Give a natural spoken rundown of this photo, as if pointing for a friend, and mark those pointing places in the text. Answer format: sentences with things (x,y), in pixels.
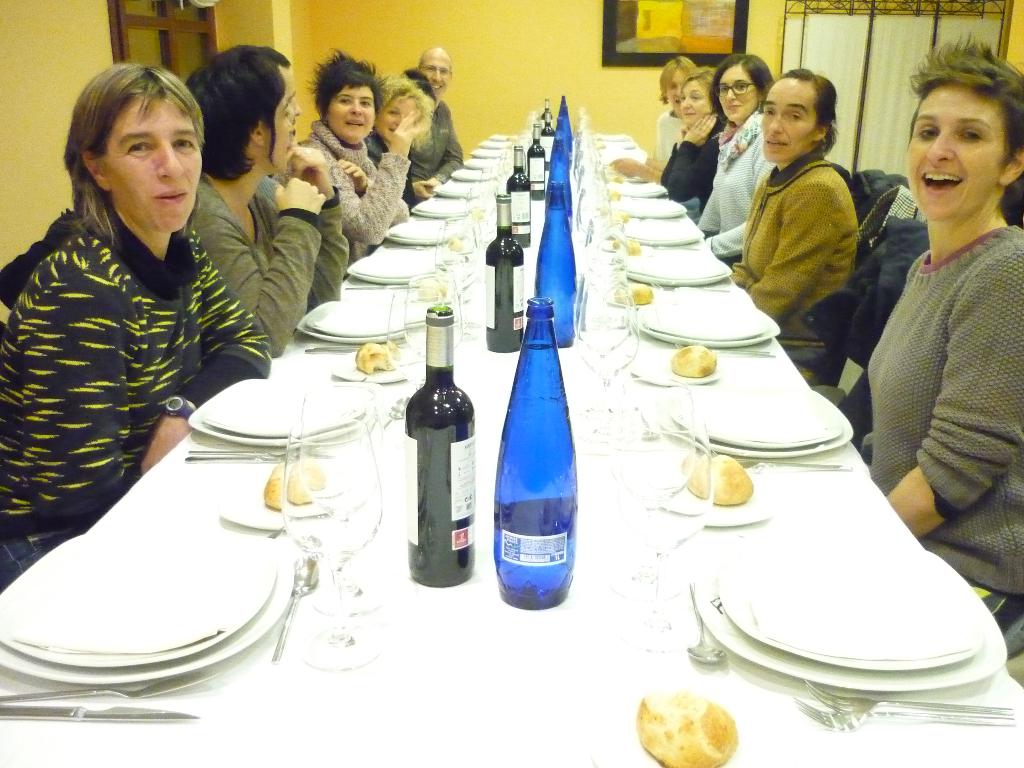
In this image I see lot of people (1003,77) who are sitting on the chairs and there is table (141,747) in front (37,737) and there are lot of plates (211,398), spoons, glasses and bottles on it. In the background (568,57) I see the wall (502,1) and a photo frame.
